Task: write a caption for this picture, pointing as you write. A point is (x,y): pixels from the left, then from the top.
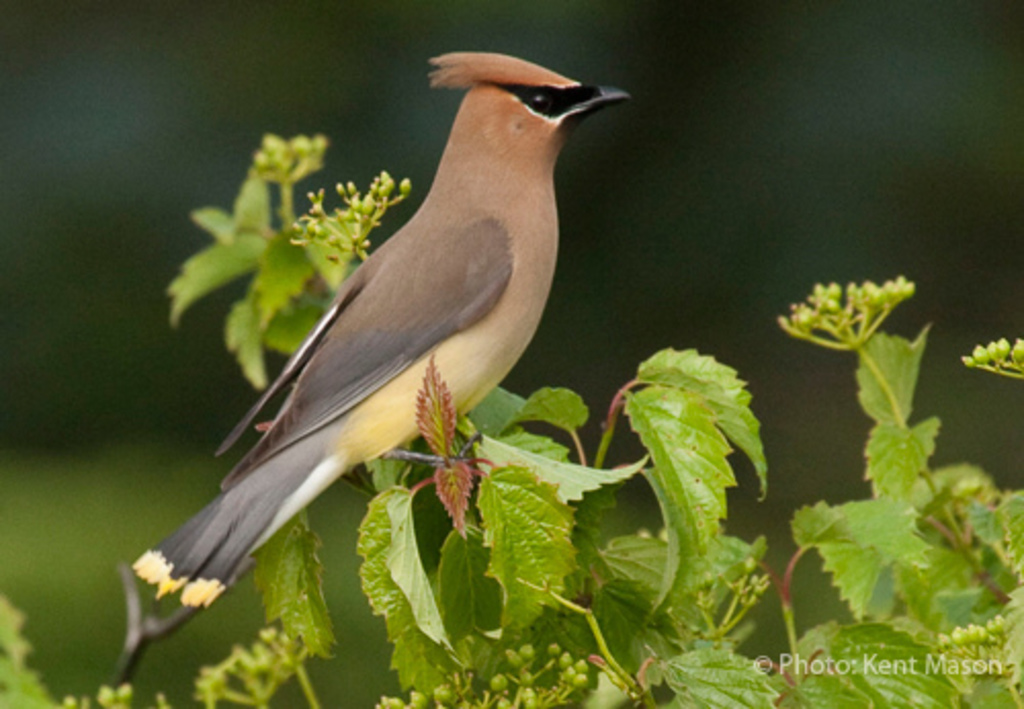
In the image there is a bird (373,317) standing on a plant (650,538) and the background (811,60) is blurry.
